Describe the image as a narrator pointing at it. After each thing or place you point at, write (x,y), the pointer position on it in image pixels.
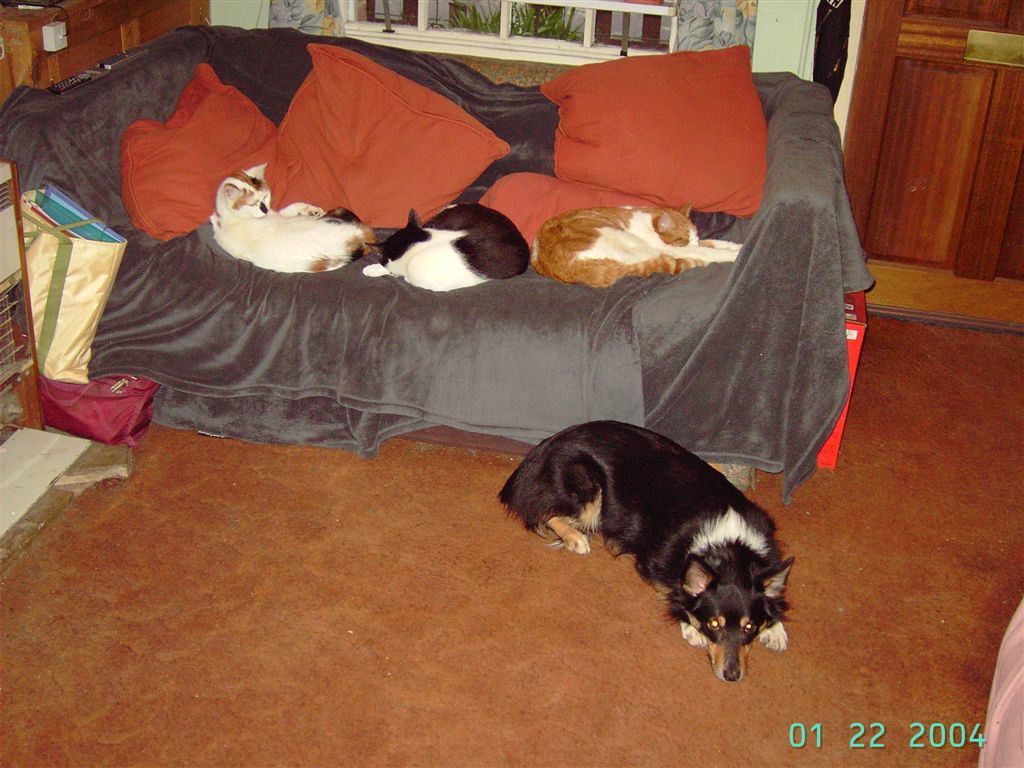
In this image in the center (642,340) there is one couch (553,129), on the couch (199,235) there are three cats (473,229) and pillows (161,143). And in the background (634,48) there is a window (433,2), doors (904,81), wall (798,48), umbrella (827,46). On the left side (52,297) there is bag (75,359) and some objects (63,385), at the bottom (617,513) there is one dog (557,515) and floor (927,515).
